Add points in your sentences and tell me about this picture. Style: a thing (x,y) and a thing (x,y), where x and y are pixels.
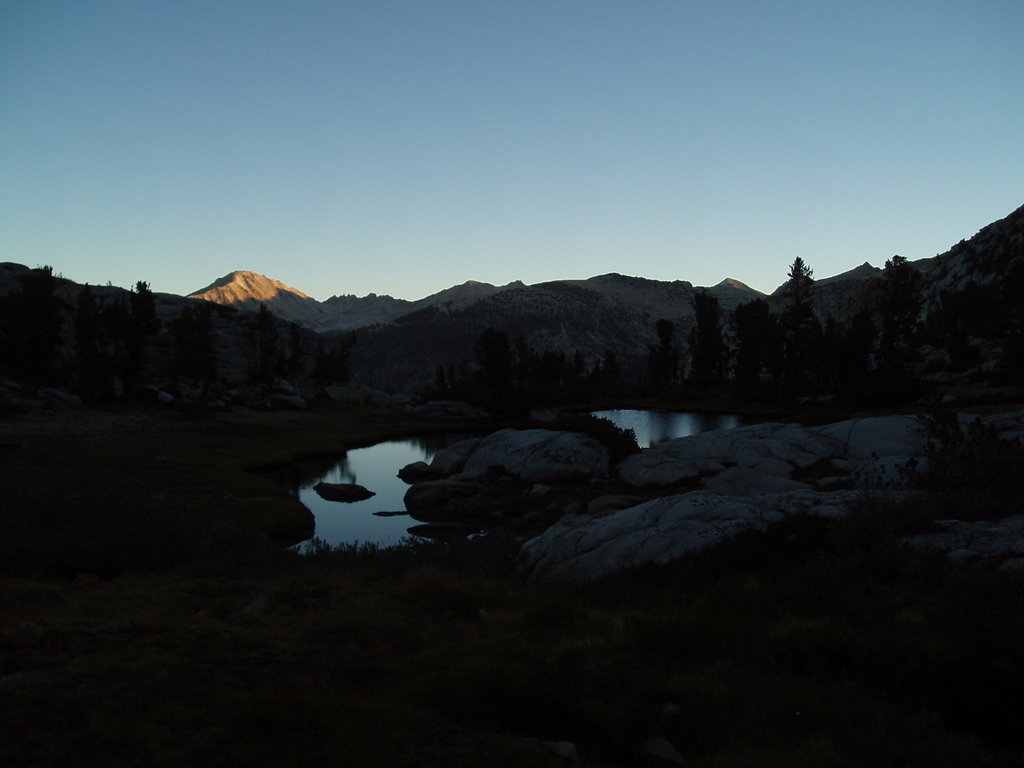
In this image there is a green grass (874,639) at the bottom (530,736). There are rocks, water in the foreground (863,467). There are trees (1014,321) and mountains (983,273) in the background (56,284). And there is a sky (980,51) at the top (144,77).
